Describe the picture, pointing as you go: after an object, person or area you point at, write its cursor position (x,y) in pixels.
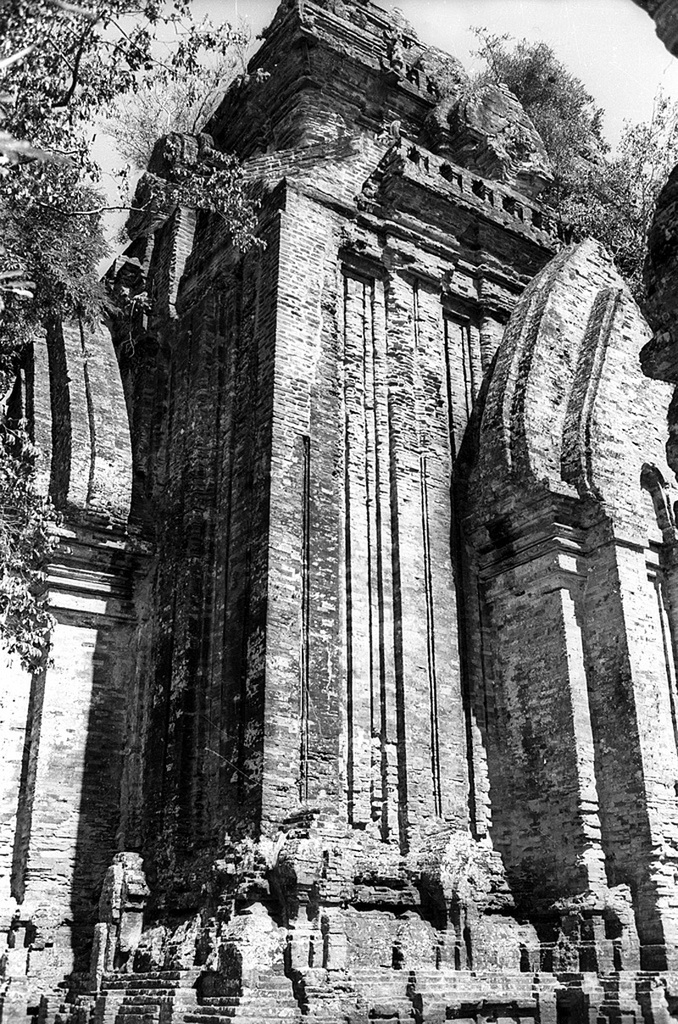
In this image I can see a building (301,648). Background (503,42) I can see tree (92,214) and sky (474,58), and the image is in black and white.
